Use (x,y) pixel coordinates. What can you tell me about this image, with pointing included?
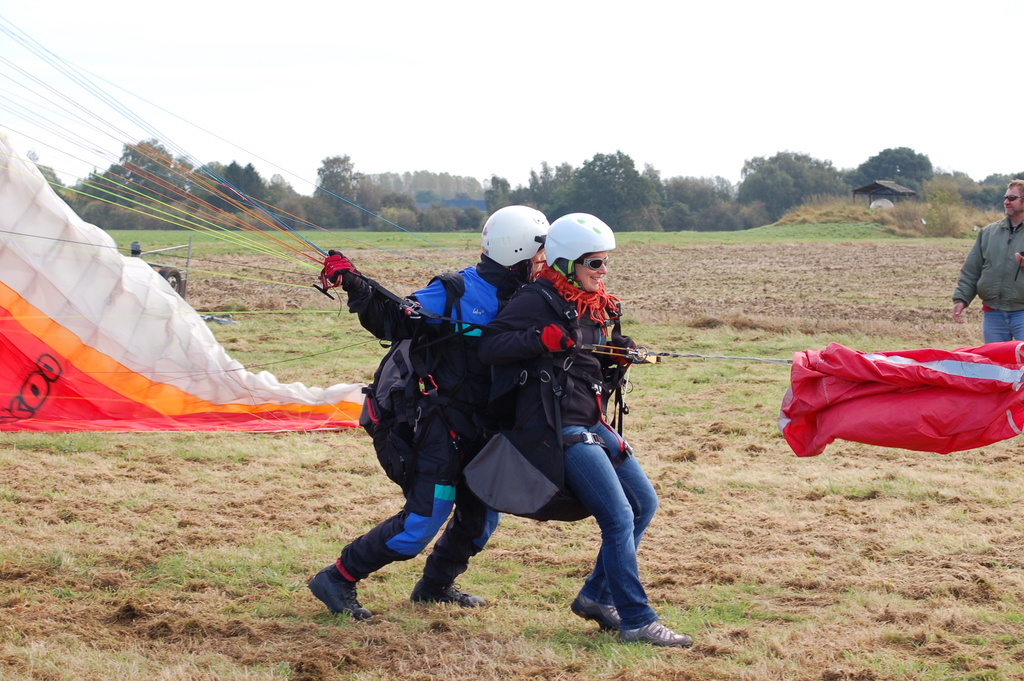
This picture shows couple of them wore helmets (604,237) on their heads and holding a parachute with the strings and we see grass (476,570) on the ground (680,365) and we see a man (988,318) standing on the side and we see trees (612,180) and cloudy sky (384,57).
